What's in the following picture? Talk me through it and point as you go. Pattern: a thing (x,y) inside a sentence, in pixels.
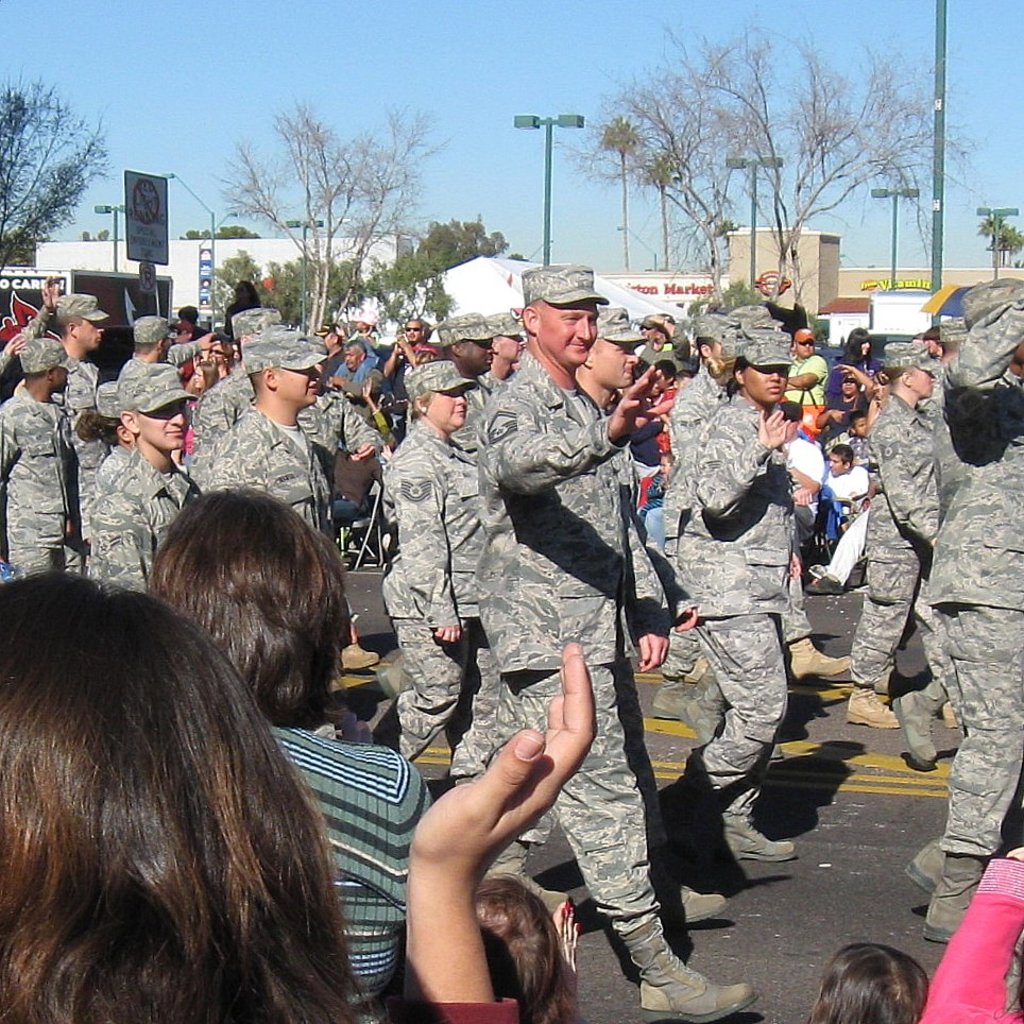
On the left side (144,691), there are persons (379,868). In the background (889,448), there are persons (43,291) in uniform (92,448), walking on the road (537,846) on which, there are yellow color lines (676,773), there are persons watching them, there are poles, there are trees (18,128), there are buildings (54,250) and there is blue sky (349,15).
